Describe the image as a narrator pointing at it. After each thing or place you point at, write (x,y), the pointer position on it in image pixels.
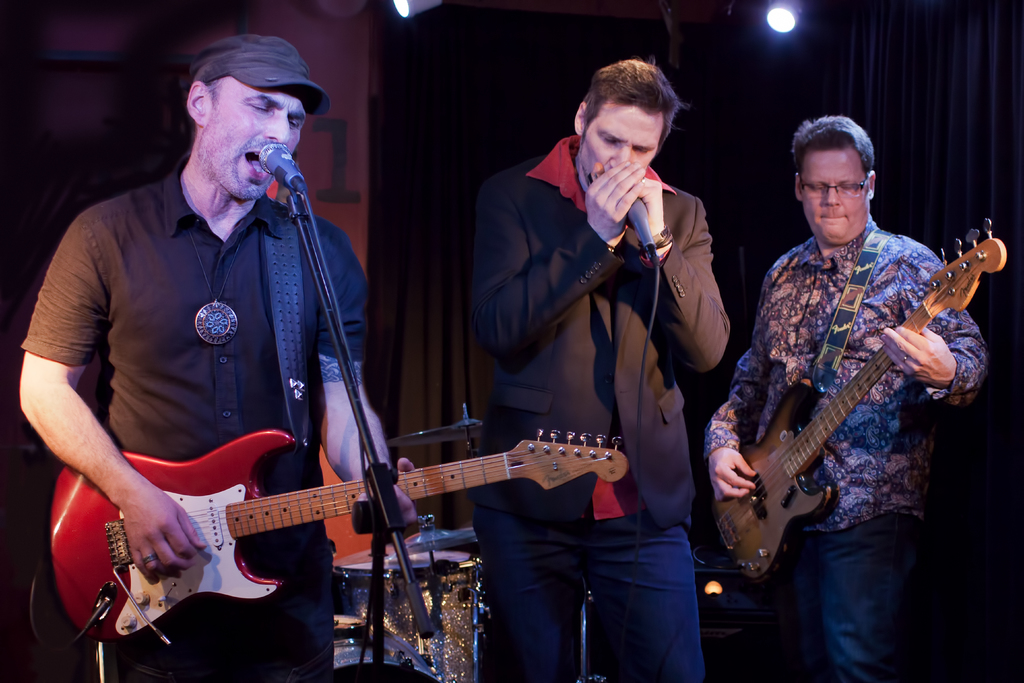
Here in this picture coming from the right we can see a person (782,374) playing guitar (797,520) and in the middle (645,418) the person (687,244) is playing a harmonica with microphone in his hand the person (287,477) on the left (286,477) is playing a guitar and singing a song with microphone (268,155) in front of him and behind them we can see drums (390,600) and we can see lights (409,11) present at the top (440,3).
